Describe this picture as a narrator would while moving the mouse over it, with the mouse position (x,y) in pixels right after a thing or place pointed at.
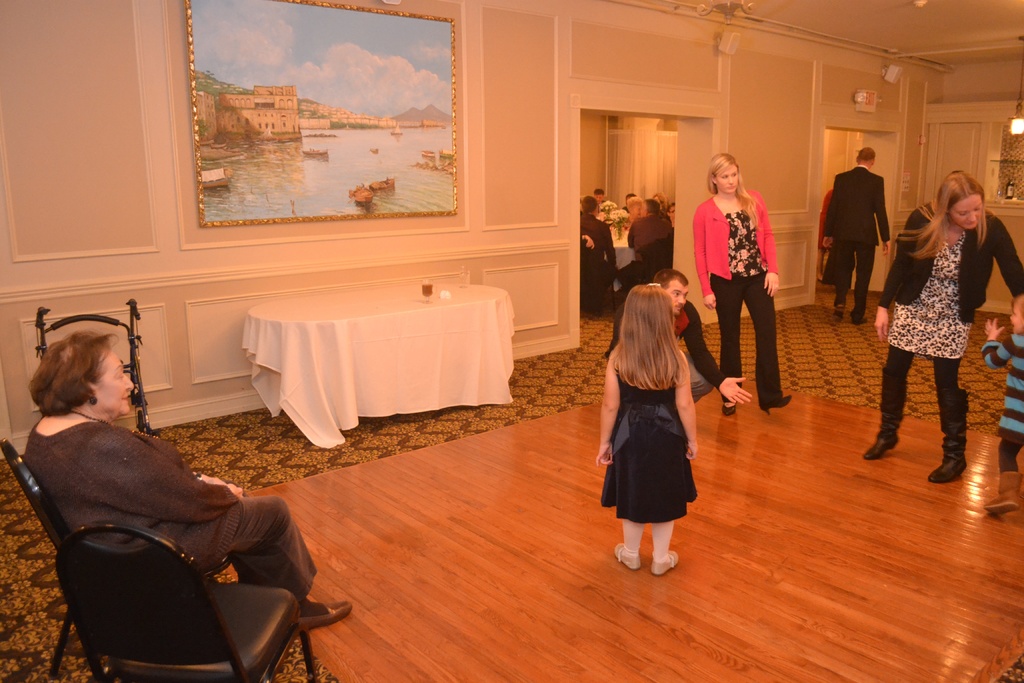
In this picture this person (201,556) sitting on the chair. These persons (663,554) standing. This is floor (688,634). We can see table (343,331). On the table (323,378) we can see cloth (364,388), glass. On the background (114,193) we can see wall (99,154), frame (406,169). A far few persons (590,231) sitting on the chair (658,254). We can see flower (616,211). We can see chairs (158,615).
